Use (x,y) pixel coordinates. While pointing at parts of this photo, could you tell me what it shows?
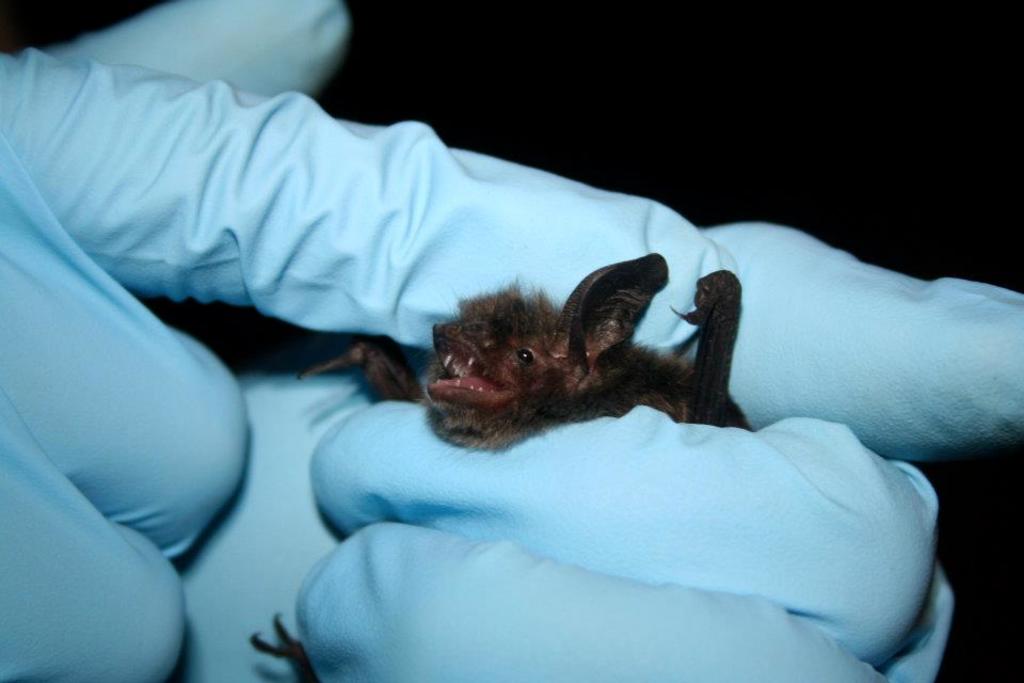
In the center of this picture (346,450) we can see the hands (681,588) of a person (181,290) wearing gloves (269,524) and holding an animal (488,394) and we can see some other items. The background of the image (443,38) is very dark.
